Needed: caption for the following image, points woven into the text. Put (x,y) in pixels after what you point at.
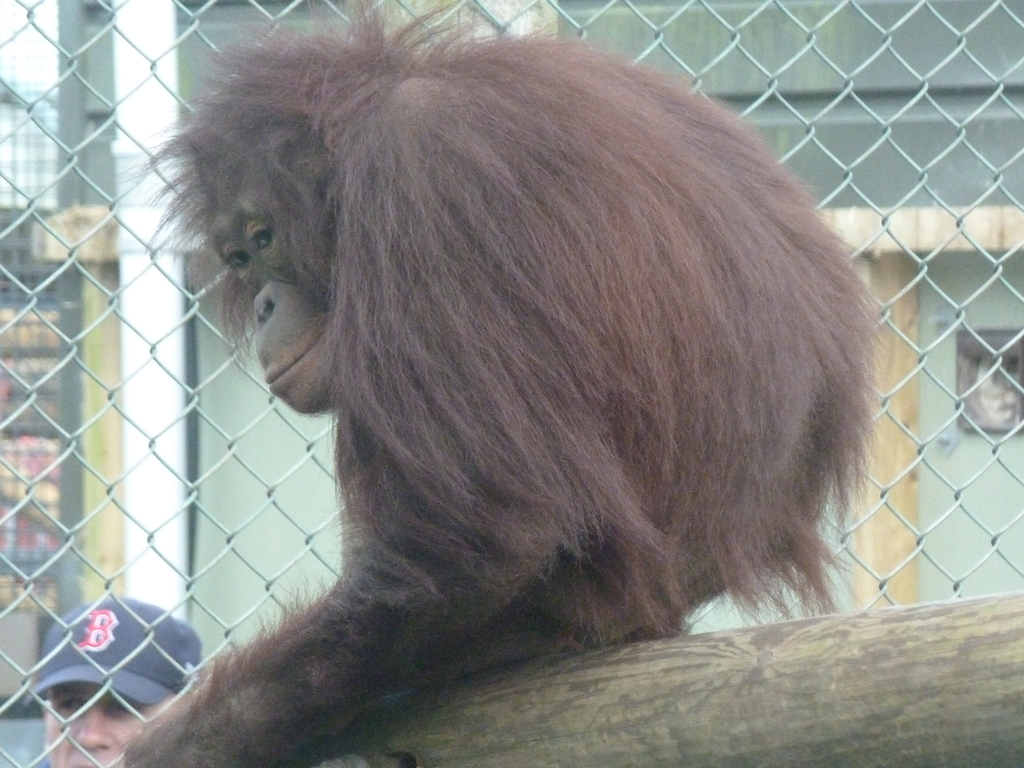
In this image I can see an animal (545,419) which is brown and black in color on a wooden log (601,681). I can see a metal fencing (100,691), a person (83,691), few buildings (77,16) and the sky (19,61) in the background (66,27).
